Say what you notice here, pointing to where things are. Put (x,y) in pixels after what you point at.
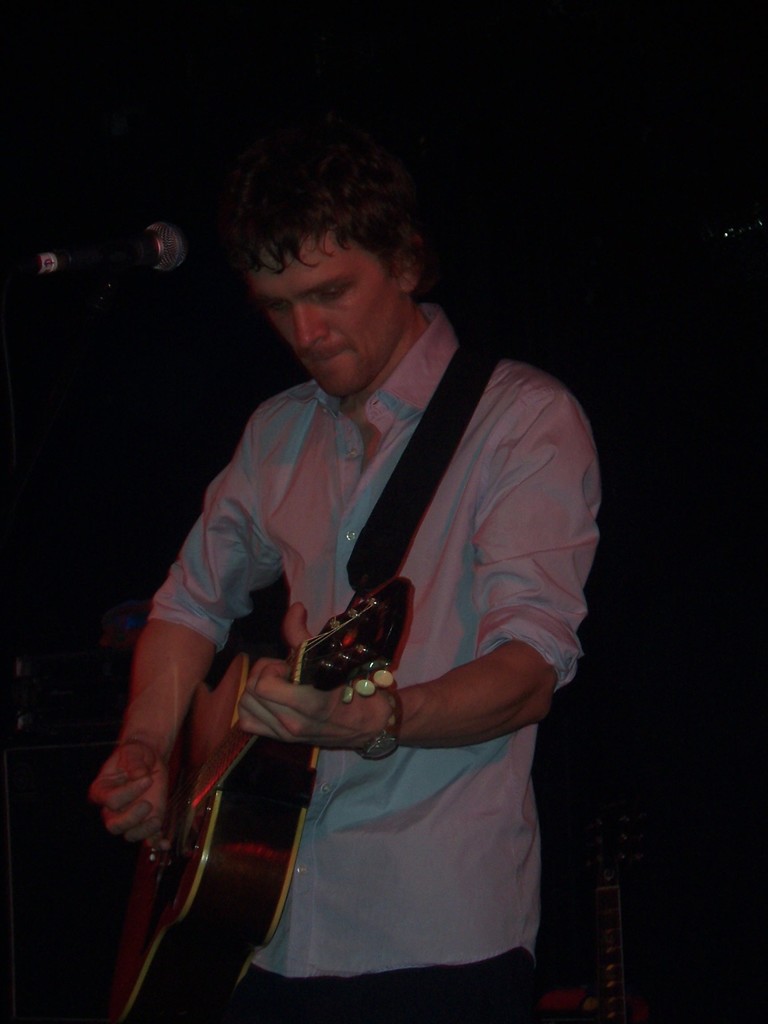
There is a man (576,523) standing in the center (512,400) and he is holding a guitar (162,934) in his hand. He is playing a guitar (155,928). This is a microphone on the left side (38,251).
